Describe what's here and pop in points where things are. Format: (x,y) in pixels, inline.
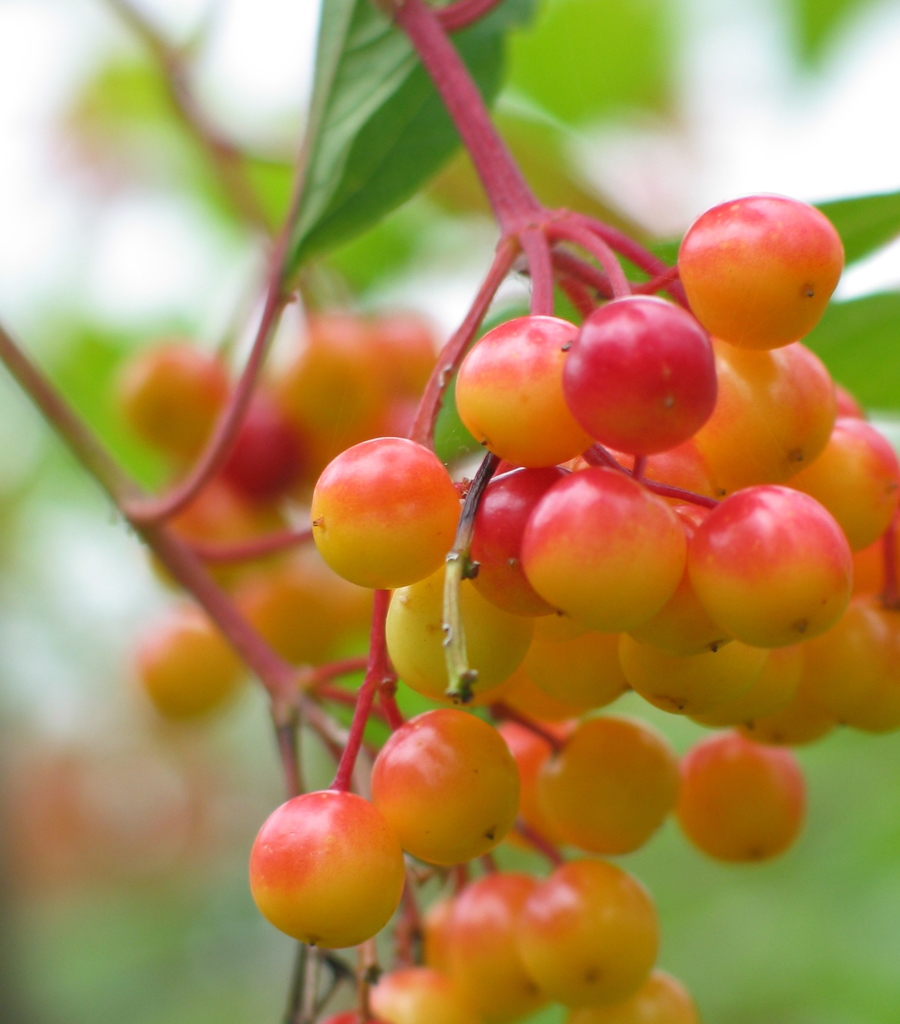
In this image, we can see some seedless fruits (752,569) and there is a blur background (890,155).
